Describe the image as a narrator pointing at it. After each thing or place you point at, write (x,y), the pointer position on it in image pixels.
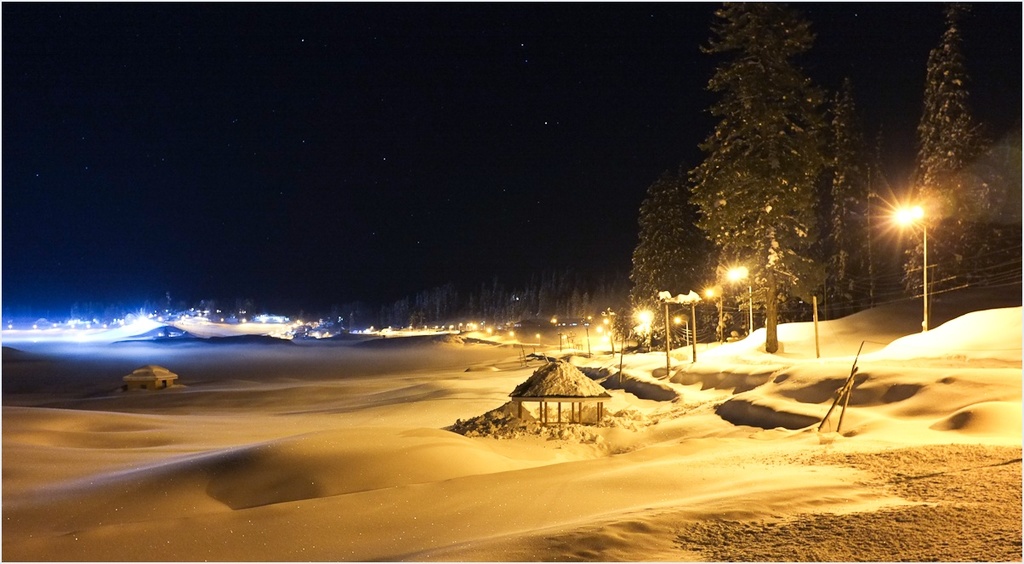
In this image in the center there are shelters (163,385). On the right side (849,252) there are trees (906,277), there are light poles (750,313). In the background (430,302) there are trees (485,309) and there are lights (271,316).
